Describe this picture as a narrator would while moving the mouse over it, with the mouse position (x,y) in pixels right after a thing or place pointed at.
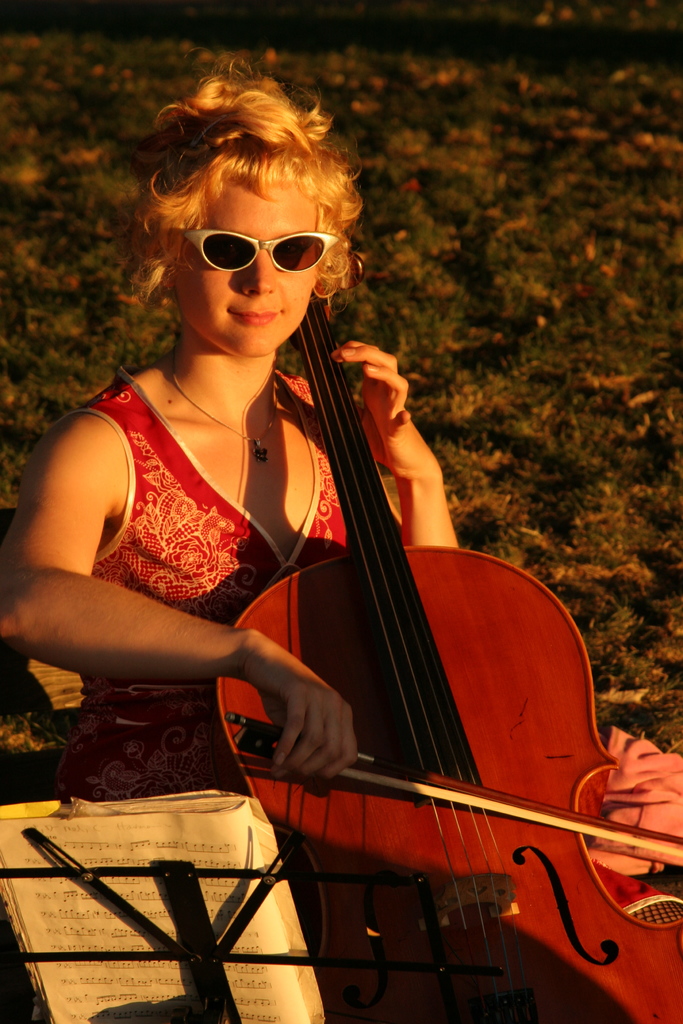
Girl (255,292) in this image is sitting and playing cello (522,760) is wearing specs (302,240). beside to her there is a book (106,997) and the stand (114,870). Background of the image (674,624) is a grassy land (374,220).
